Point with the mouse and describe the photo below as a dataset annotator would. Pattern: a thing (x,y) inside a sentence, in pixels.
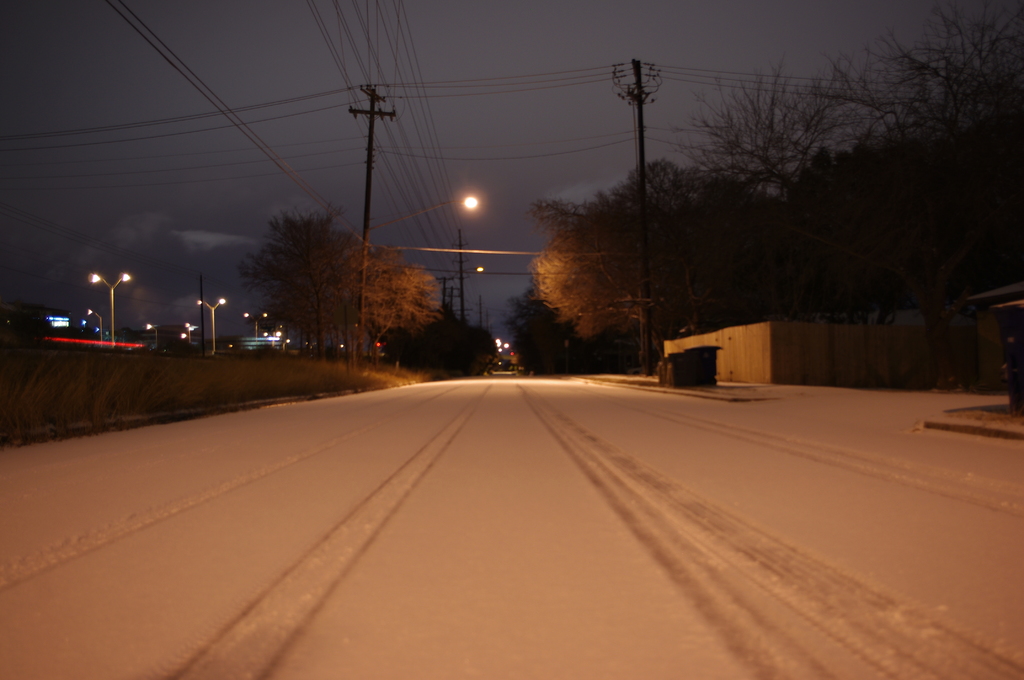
In this image, we can see some objects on the road (642,429) and in the background (417,279) and there are poles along with wires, trees (387,270), buildings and we can see a shed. At the top (660,50), there is sky (682,51).
